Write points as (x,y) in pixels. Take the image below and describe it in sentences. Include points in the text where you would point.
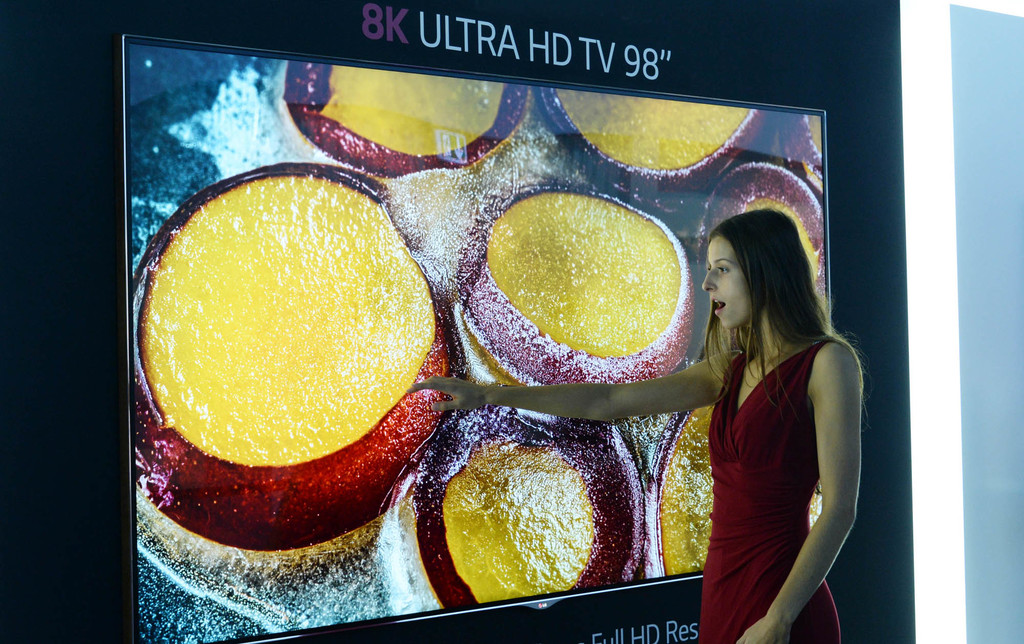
In the picture I can see the screen (430,369). At the top of the screen (415,118) I can see some written text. On the right side of the image (693,409) I can see one girl (714,328) is watching a food item (453,374) on screen (312,320).
